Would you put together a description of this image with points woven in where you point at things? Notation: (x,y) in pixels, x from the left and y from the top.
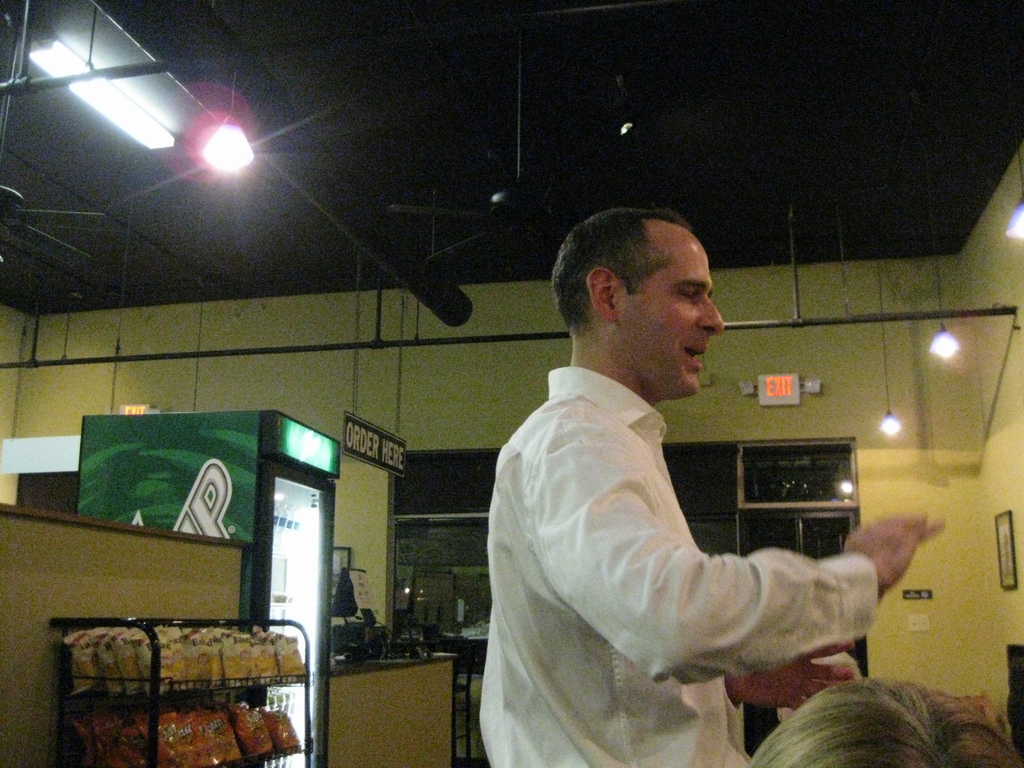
In the picture we can see a man (760,689) with a white shirt (638,680) and he is doing some action with a hand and behind him we can see a stand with food products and beside it we can see a refrigerator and to the ceiling (995,156) we can see some lights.
